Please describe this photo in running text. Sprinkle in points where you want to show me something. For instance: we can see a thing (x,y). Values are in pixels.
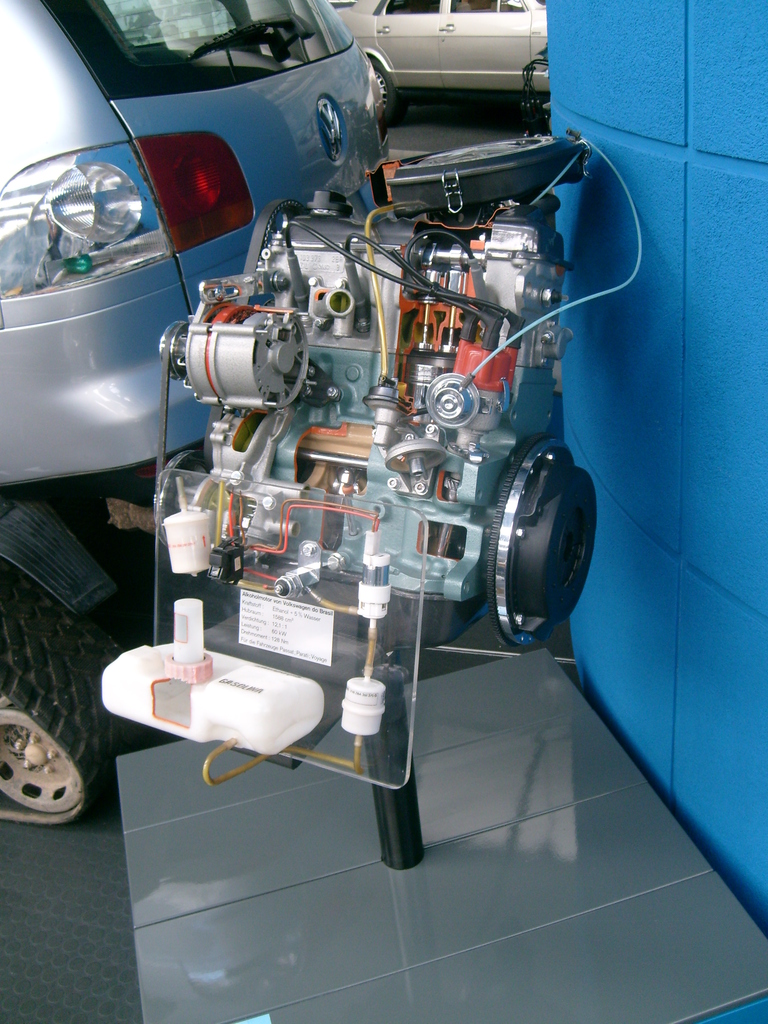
In this picture there is a machine (430,291) in the foreground (327,251). At the back (296,38) there are vehicles (205,22). On the right side of the image (670,309) there is a wall (706,270).
